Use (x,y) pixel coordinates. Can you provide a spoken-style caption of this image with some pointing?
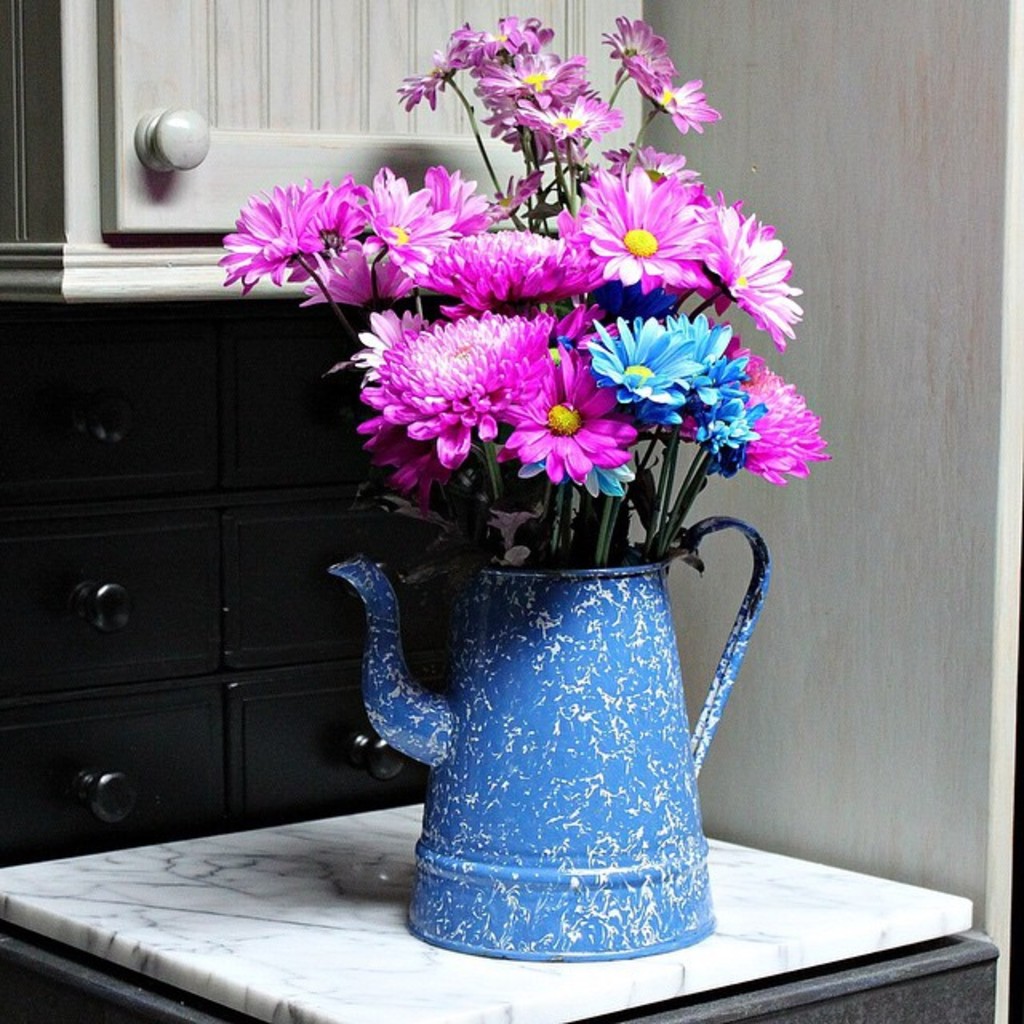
In this image there is a teapot (487,837) on a table (561,980). There are flowers (579,349) in the teapot (600,845). Behind the teapot (481,875) there are cupboards (202,471). There are knobs (118,606) to the cupboards (170,296). To the right (793,327) there is a wall (827,529).
